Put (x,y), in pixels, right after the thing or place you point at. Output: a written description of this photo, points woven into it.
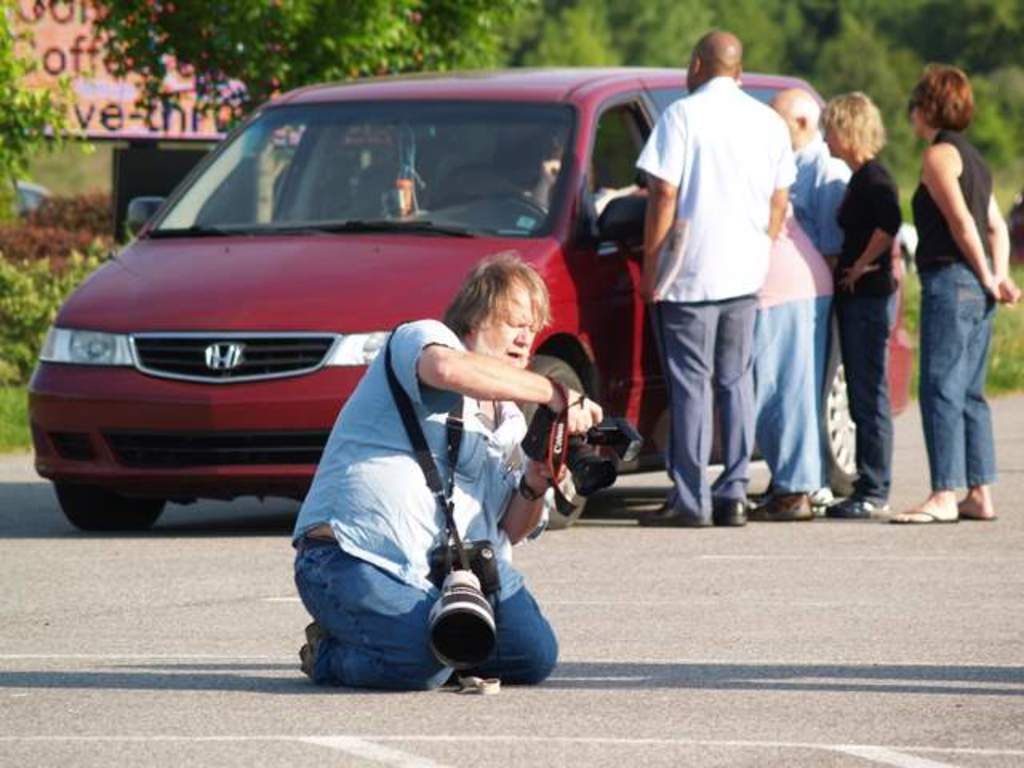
In this image on the right side (822,253) there are group of people (864,237) who are standing and on the left side (159,303) there is one vehicle (295,248) and in the middle of the image (468,380) there is one person (470,428) who is sitting on his knees (397,653) and he is wearing camera (459,541) and he is holding a camera (589,455) and in the background (466,47) there are trees (466,47).
